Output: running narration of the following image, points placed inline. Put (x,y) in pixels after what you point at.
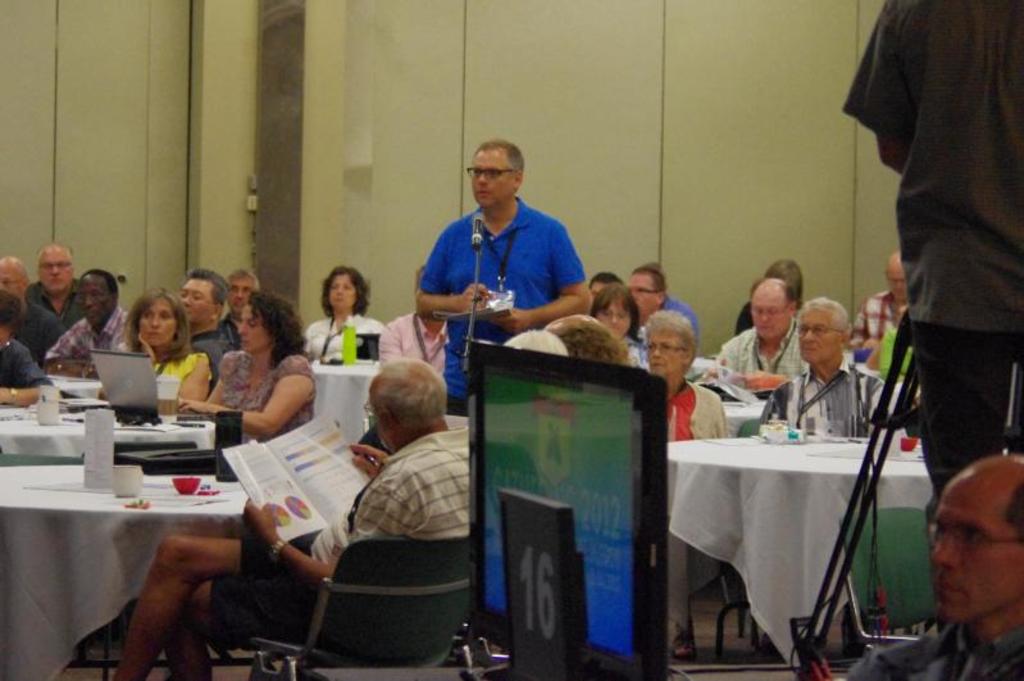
This picture shows a few people (232,377) seated on the chairs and we see laptops (122,373) glasses (129,464) and bowls (184,492) on the table (167,514) and we see a man (353,454) seated and reading newspaper (339,445) and a man (434,258) standing and speaking with the help of a microphone (477,232) and we see ID card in his neck (501,203).
